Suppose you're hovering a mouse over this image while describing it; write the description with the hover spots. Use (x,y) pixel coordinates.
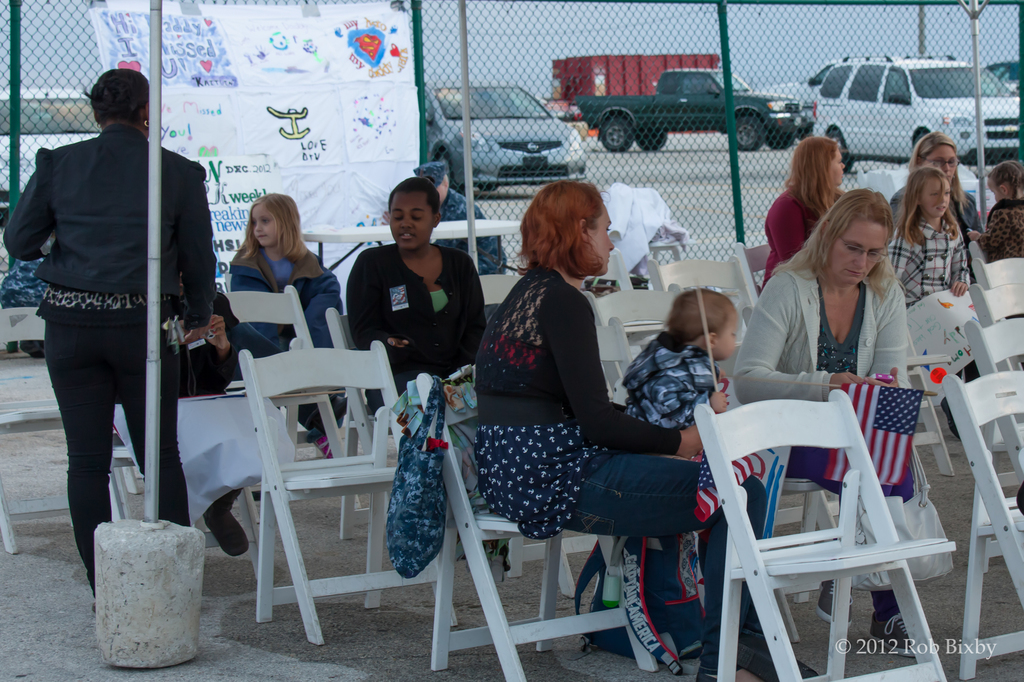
In this image there are few persons (594,390) are sitting on the chairs (753,587). Person (187,267) is standing at the left side of image (82,365) is wearing a black shirt (56,156). A banner (339,17) is attached to the fence (529,75). Backside of the fence (5,134) there are few cars (994,136) on the road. Front side there is a woman (579,405) sitting on a chair (443,545) is holding a baby (640,364). A bag (429,556) is hanging on a chair (483,572).
